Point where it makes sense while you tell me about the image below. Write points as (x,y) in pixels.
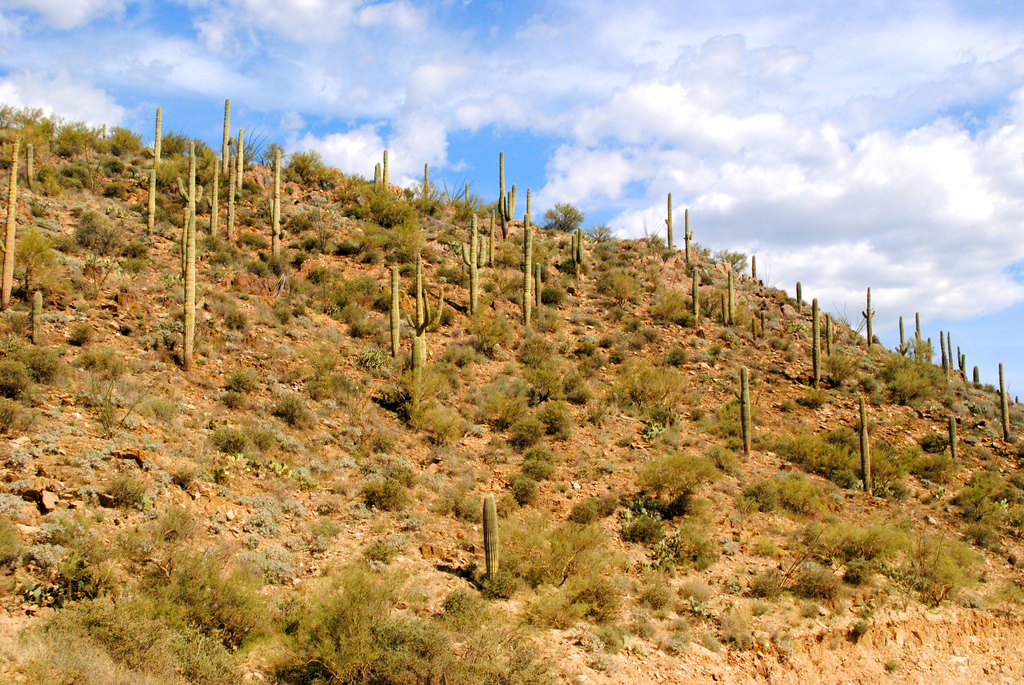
In the picture we can see the part of the hill surface (700,421) with plants (971,498) and behind it, we can see the sky (583,123) with clouds (527,81).
